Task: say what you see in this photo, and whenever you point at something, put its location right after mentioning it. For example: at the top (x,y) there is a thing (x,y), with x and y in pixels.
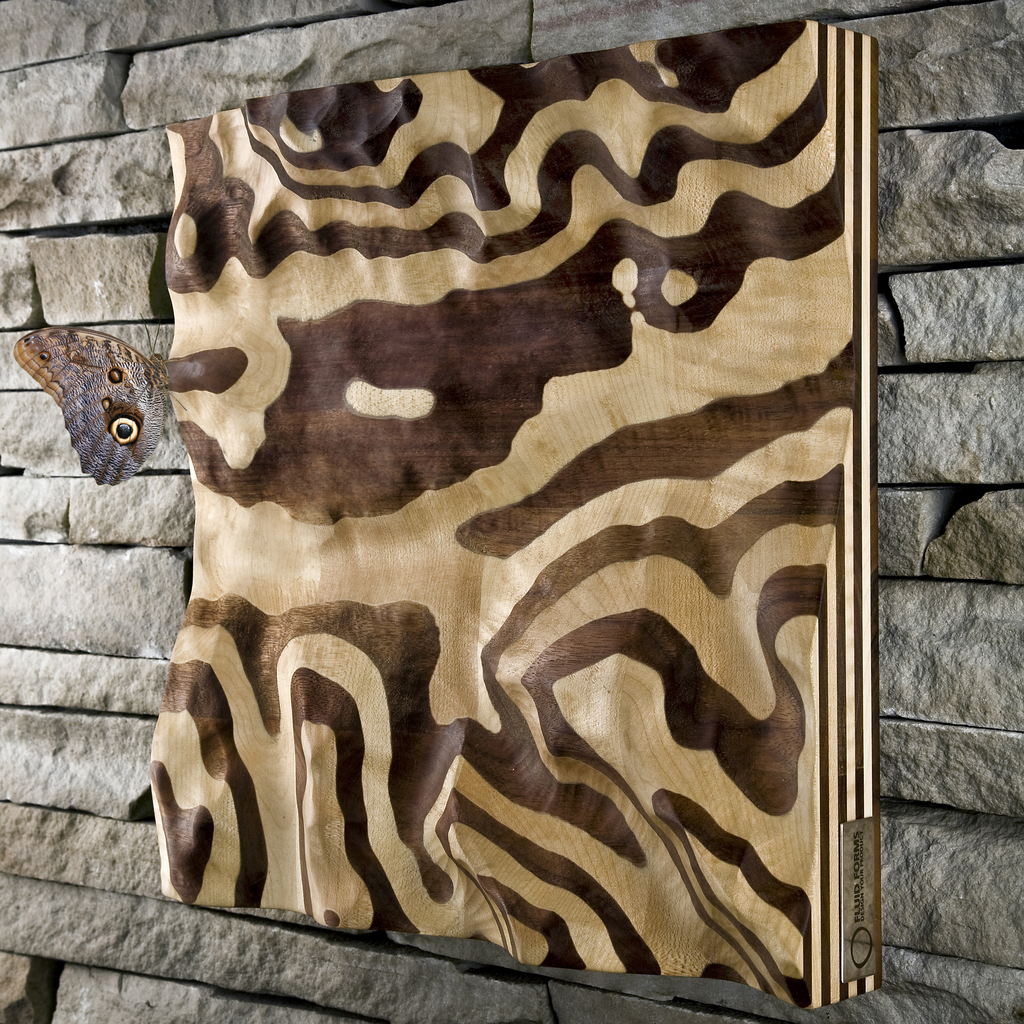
In the picture I can see the frame (823,491) on the stone wall (949,797) and there is a butterfly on the left side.
